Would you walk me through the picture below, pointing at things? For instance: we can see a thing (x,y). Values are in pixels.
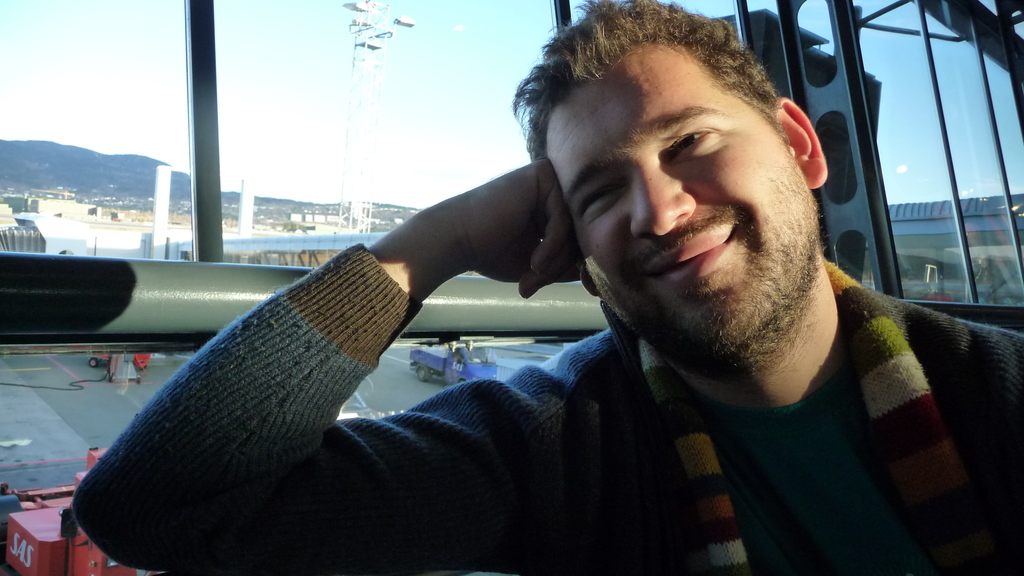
In this image we can see a person (708,338). In the background of the image (195,154) there are some iron objects (210,236), vehicles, towers (365,217), buildings (88,212), mountains (274,200) and other objects (146,254). At the top of the image (137,54) there is the sky (298,56).
